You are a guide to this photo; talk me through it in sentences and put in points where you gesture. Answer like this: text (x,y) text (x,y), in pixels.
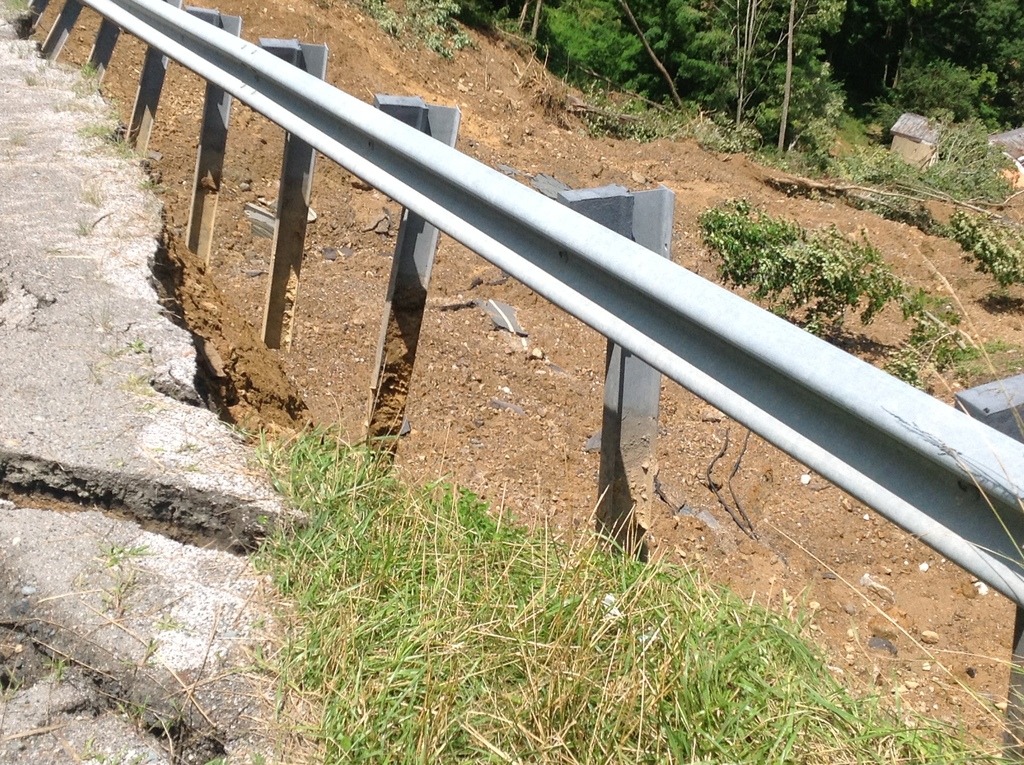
In the image there is grass (414,609) and beside the grass (478,629) there is the fencing (100,37) and beside the fencing (173,49) there is soil (534,459), plants (780,231) and the background (711,63) there are trees (651,66).
